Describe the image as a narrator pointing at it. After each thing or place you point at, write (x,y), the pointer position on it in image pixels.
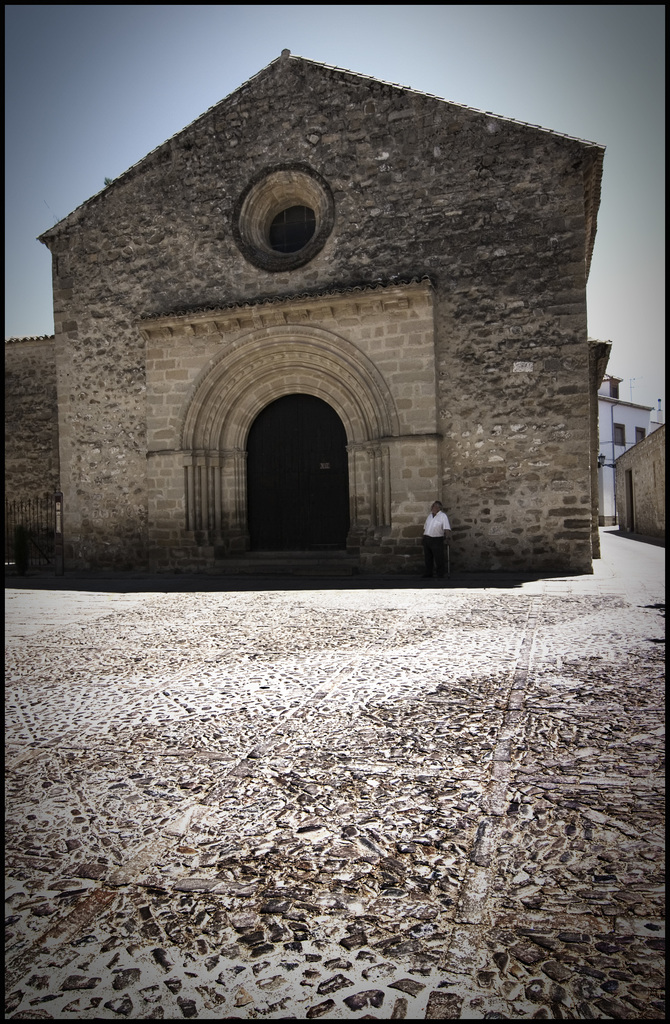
In this image in the center (380,396) there are buildings (532,379) and in the front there is a man (432,556) standing.
